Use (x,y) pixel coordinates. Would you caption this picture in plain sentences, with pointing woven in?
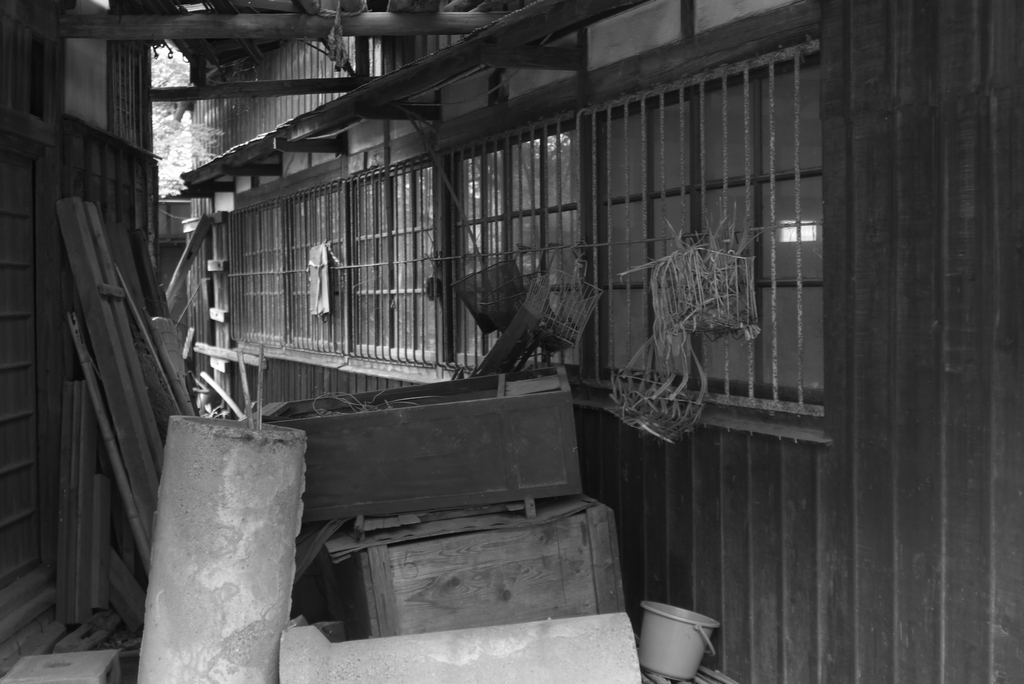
In this image we can see a house (440,237), windows (511,212), grille (505,219), there are some wooden objects (87,507), boxes (481,401), there is a bucket (645,623), also we can see trees (172,73), and the picture is taken in black and white mode.
